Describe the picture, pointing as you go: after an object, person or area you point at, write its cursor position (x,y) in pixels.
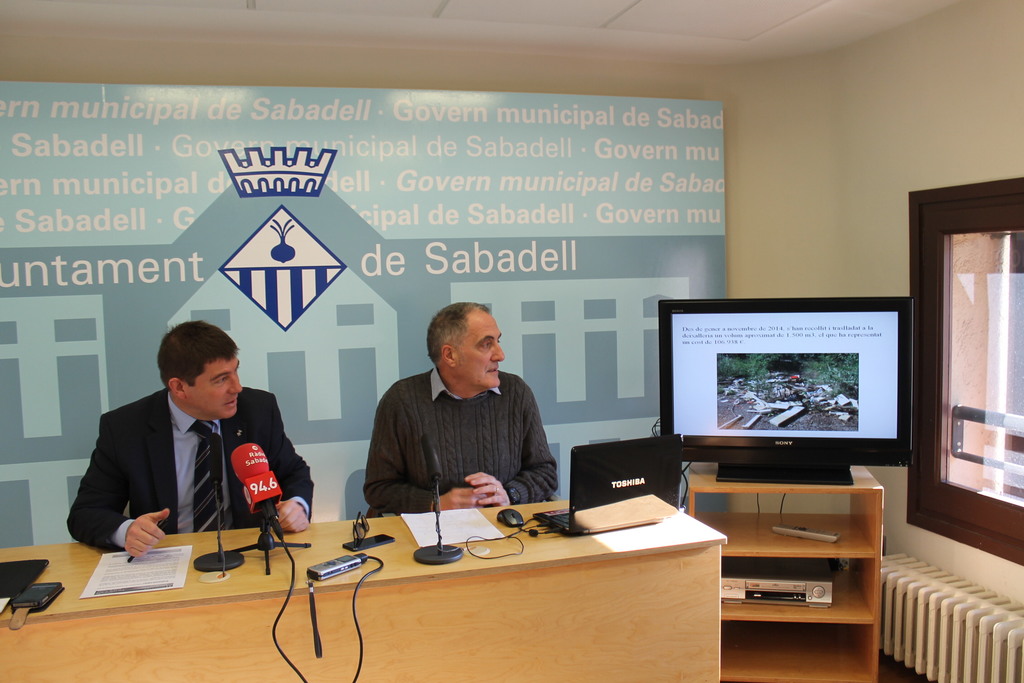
On the background (481,217) we can see a board (578,230) and a wall (799,154). Here we can see a television (838,403) on a table (851,643). This is a device (792,590) and a remote (813,535). We can see two men (515,407) sitting on chairs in front of a table (182,547) and on the table (273,536) we can see mikes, laptop (578,515), mouse (502,514), mobile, paper (168,576), and a device (340,558).
